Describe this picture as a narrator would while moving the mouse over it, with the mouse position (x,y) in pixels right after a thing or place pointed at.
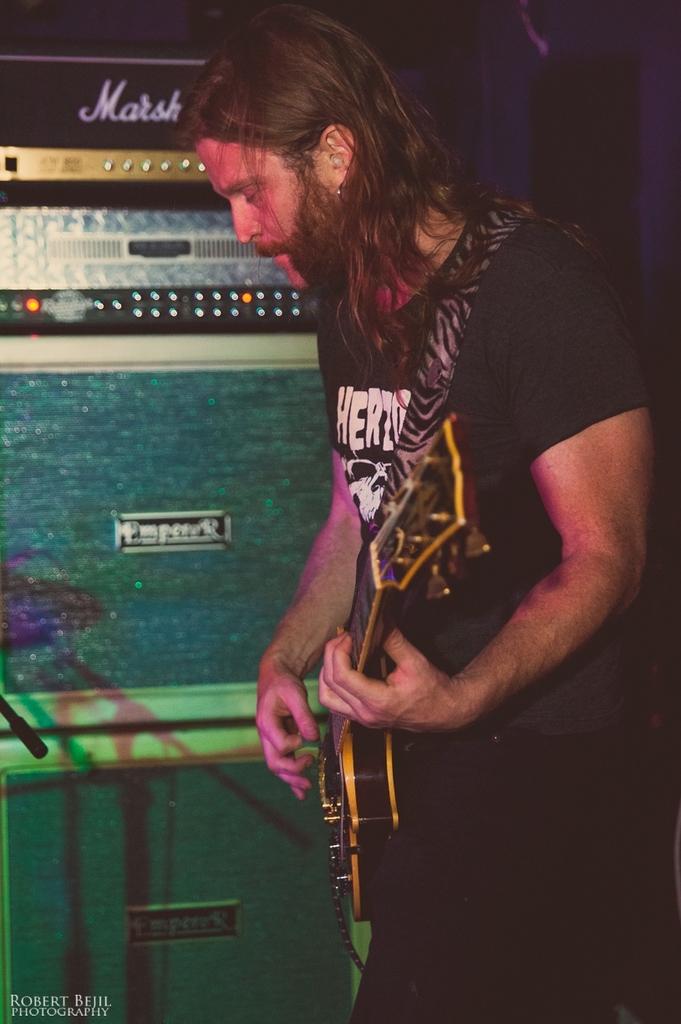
a person (519,548) is standing playing a guitar (374,666).
